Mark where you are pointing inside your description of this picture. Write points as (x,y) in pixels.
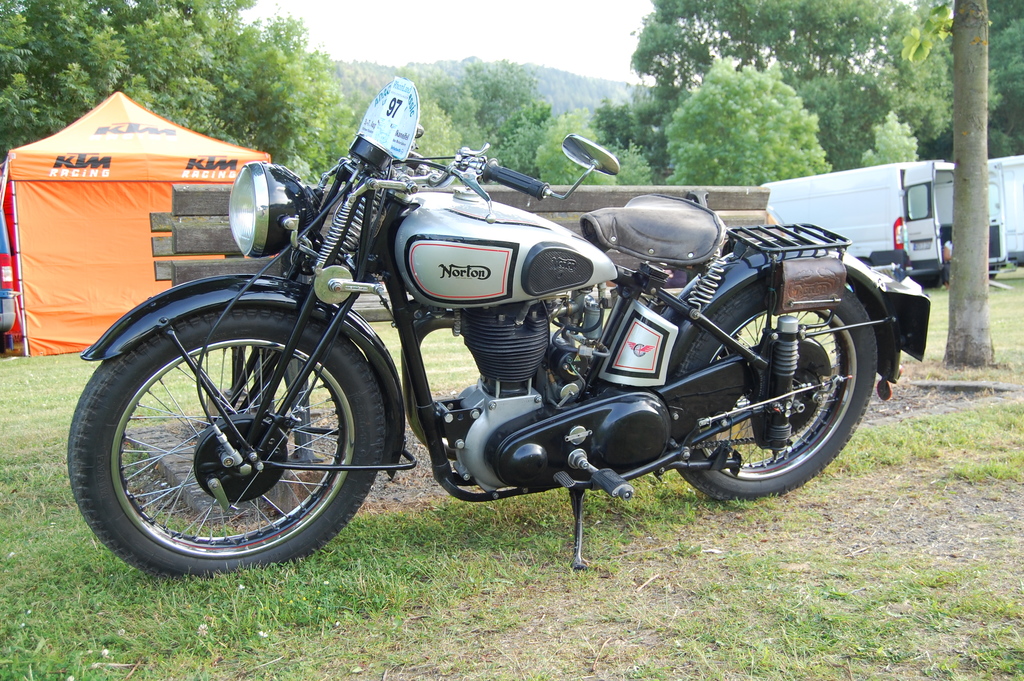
In this picture we can see vehicles (424,434) on the ground (451,381) and in the background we can see trees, sky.
